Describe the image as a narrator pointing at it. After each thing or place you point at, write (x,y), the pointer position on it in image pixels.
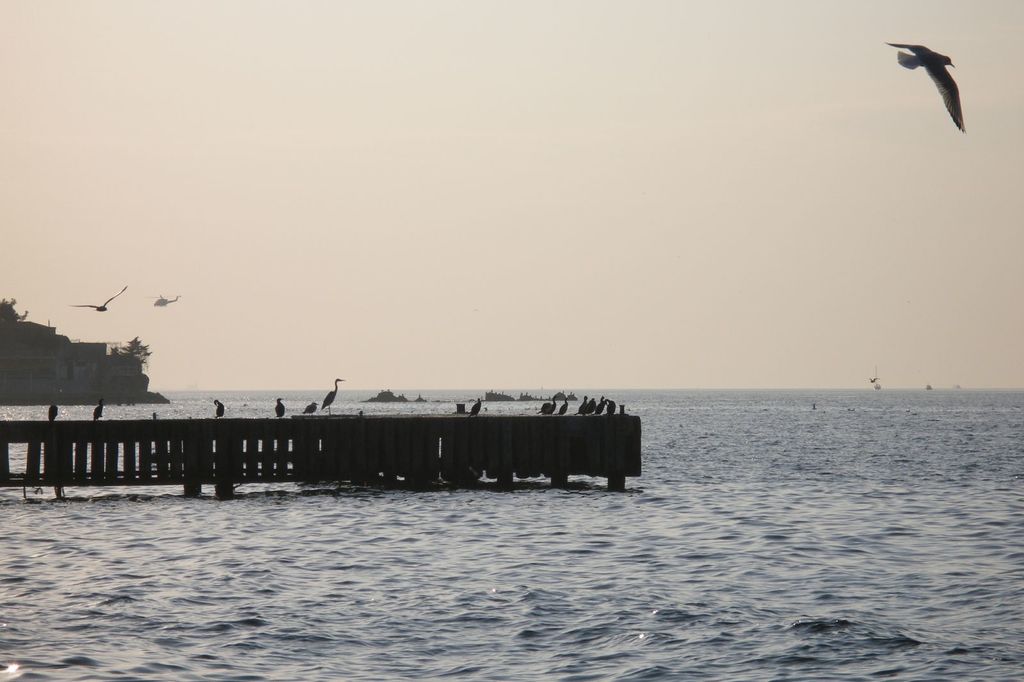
This image consists of a sea (747,642) and there are few birds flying around and few of them are standing on a wooden base (232,459). there is a helicopter (161,300) flying.
